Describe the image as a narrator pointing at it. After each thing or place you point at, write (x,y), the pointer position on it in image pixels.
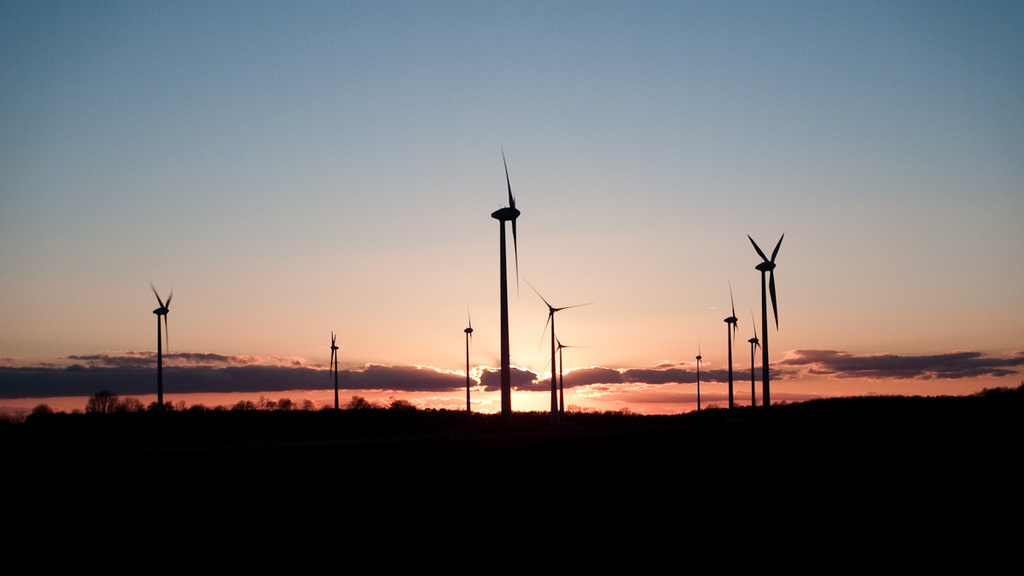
In this image we can see windmills (731,358), trees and sky (310,245) with clouds (287,371).
